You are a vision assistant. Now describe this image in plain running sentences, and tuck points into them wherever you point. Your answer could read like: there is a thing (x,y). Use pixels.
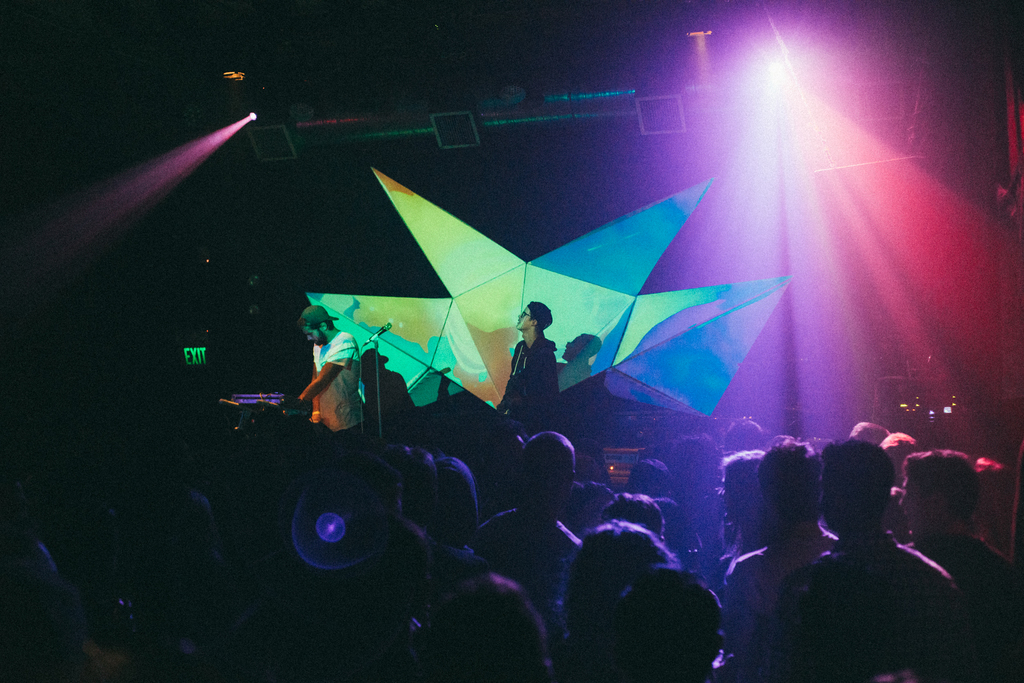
In this picture I can see group of people (317,627), there are two persons (533,417) standing, there is a mike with a mike stand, there are focus lights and a board (426,236).
